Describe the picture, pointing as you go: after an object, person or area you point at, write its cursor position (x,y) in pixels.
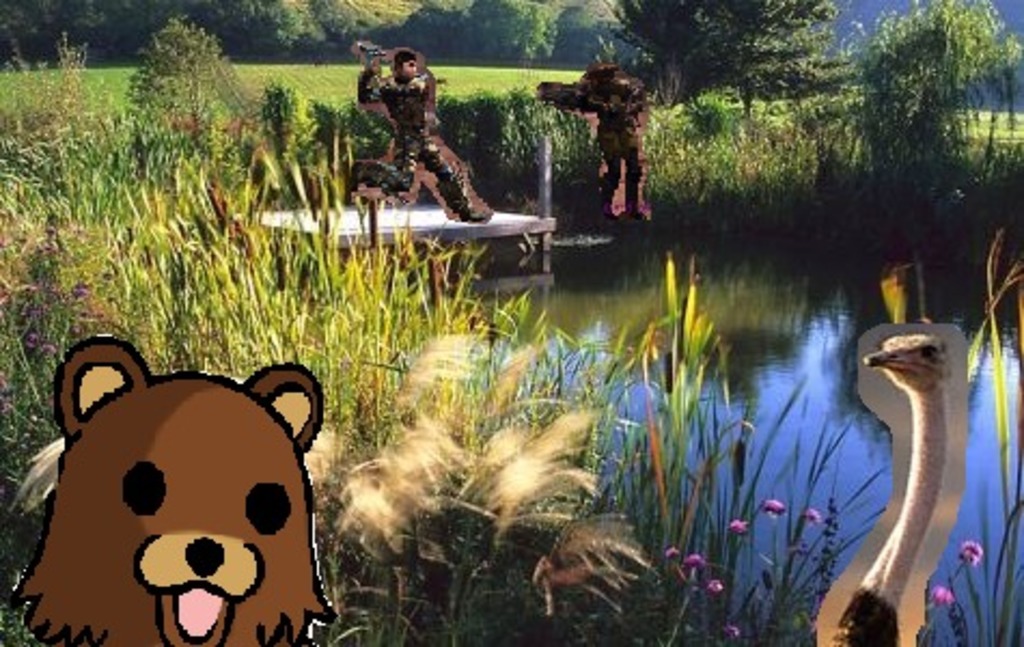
In this picture we can see flowers (831,519), water (843,542), wooden platform (312,220), grass (306,75), animated images (467,197) and in the background (825,26) we can see trees (397,40).
